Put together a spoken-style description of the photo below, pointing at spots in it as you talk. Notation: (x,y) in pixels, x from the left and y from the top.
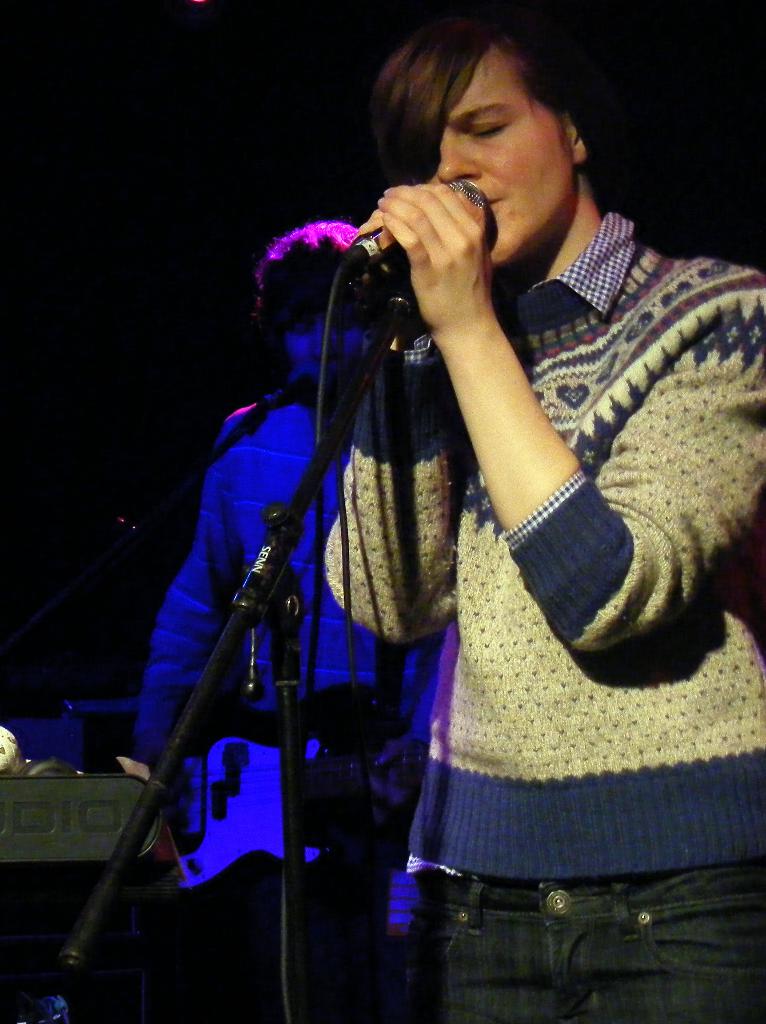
Here in this picture, in the front (473,306) we can see a person (472,379) standing over a place and singing a song in the microphone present in front of him and behind him we can see another person (289,365) playing guitar (328,757) present in his hands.
